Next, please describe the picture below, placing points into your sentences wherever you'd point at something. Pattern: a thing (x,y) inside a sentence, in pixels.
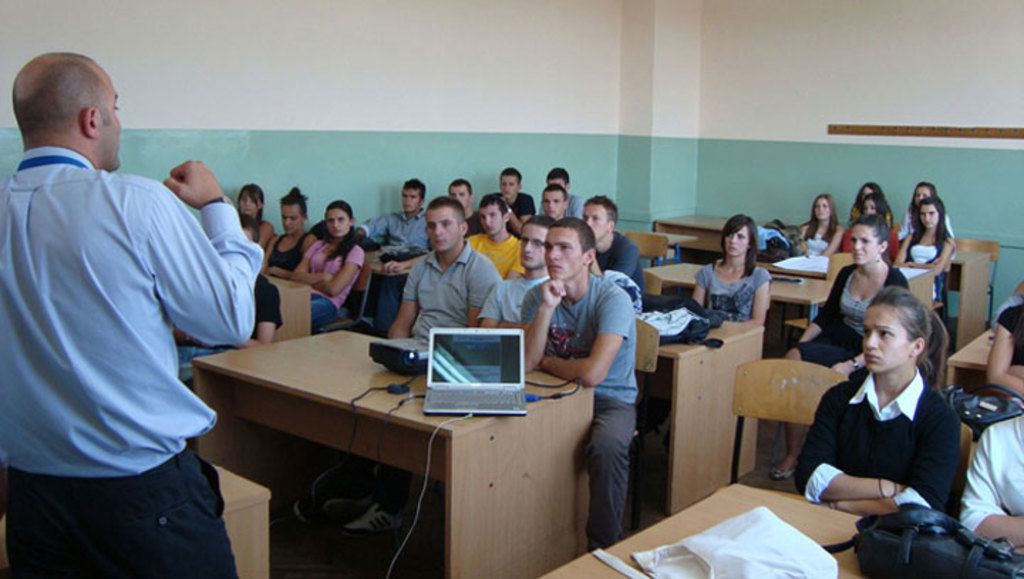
This is a wall (616,126). Here we can see all the students (701,290) sitting on chairs (654,371) in front of a table (559,482) and on the table (390,375) we can see bags (670,551), laptop (497,356) and a projector device (420,359). We can see one man (150,427) standing here.
